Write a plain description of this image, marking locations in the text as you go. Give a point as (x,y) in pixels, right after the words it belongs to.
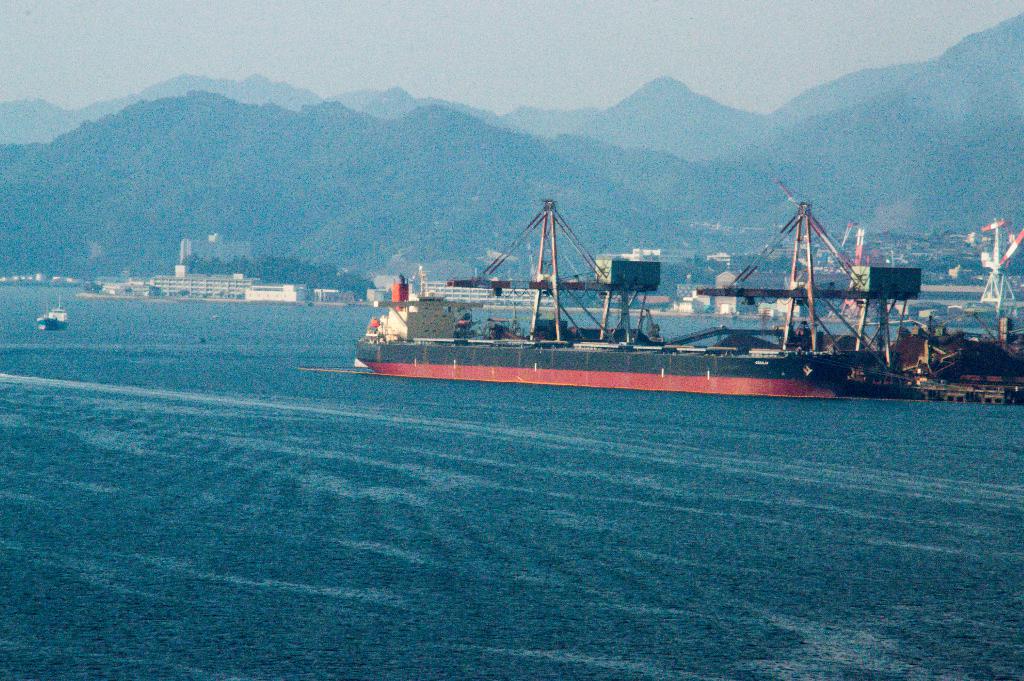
In this image there are a few ships (43,320) on the river (287,438), in the background (255,256) there are buildings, trees (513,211), mountains (969,87) and the sky (514,56).
